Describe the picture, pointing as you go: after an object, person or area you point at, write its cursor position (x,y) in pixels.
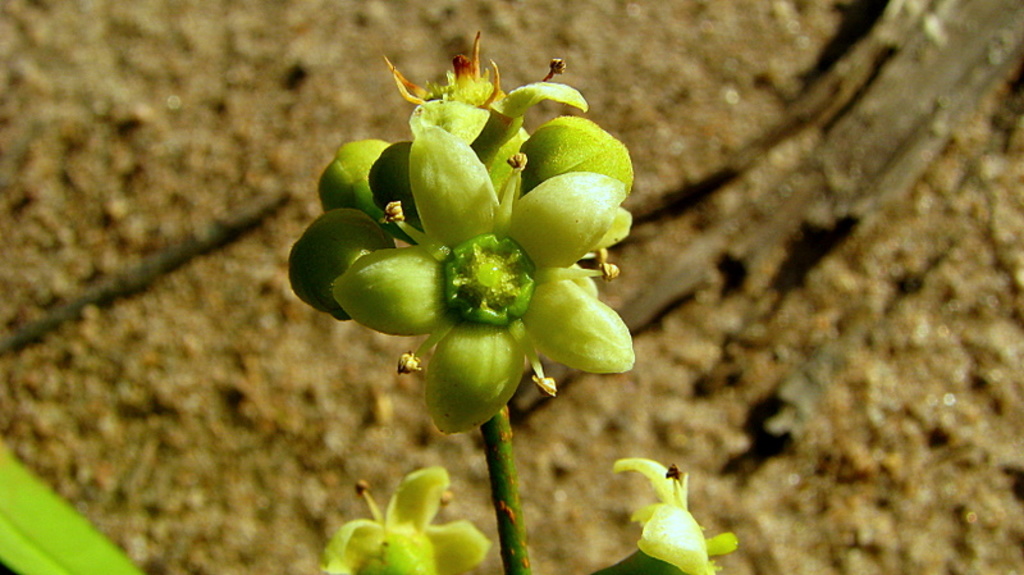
In this image there is a stem (513,518) of a plant (467,547). There are flowers (531,291) and buds (341,235) to the stem (525,554). In the bottom left (48,539) there is a leaf (64,533). In the background (270,81) there is a ground (849,382). There are dried stems (896,90) on the ground (140,251).
